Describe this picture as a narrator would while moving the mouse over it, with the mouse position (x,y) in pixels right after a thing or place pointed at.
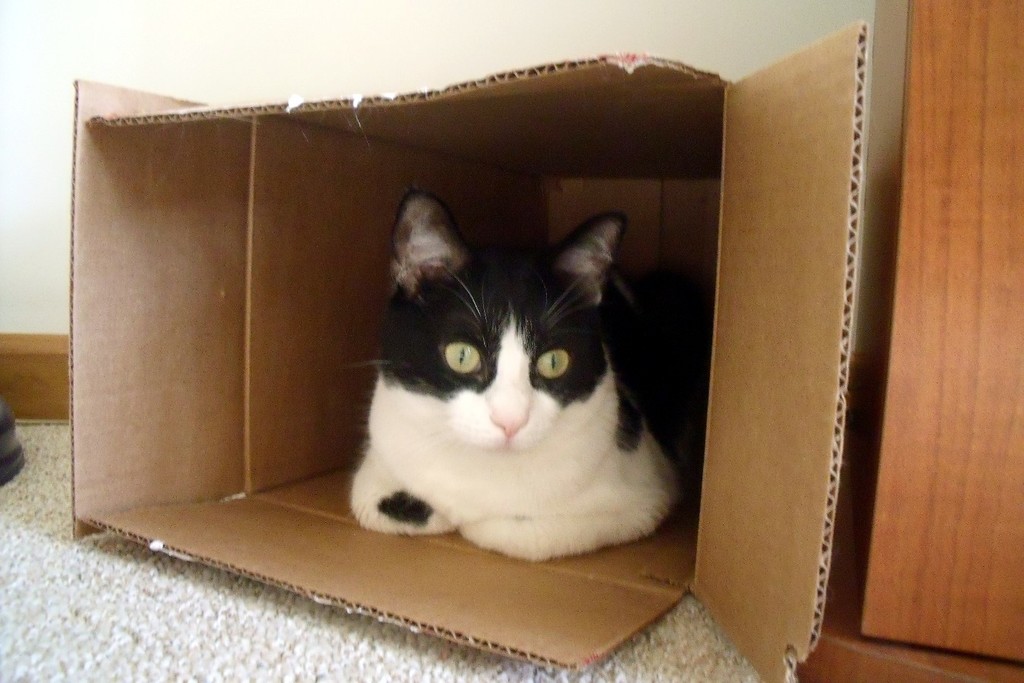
In this image I can see a cat (601,408) is sitting in the card board box (561,196).
